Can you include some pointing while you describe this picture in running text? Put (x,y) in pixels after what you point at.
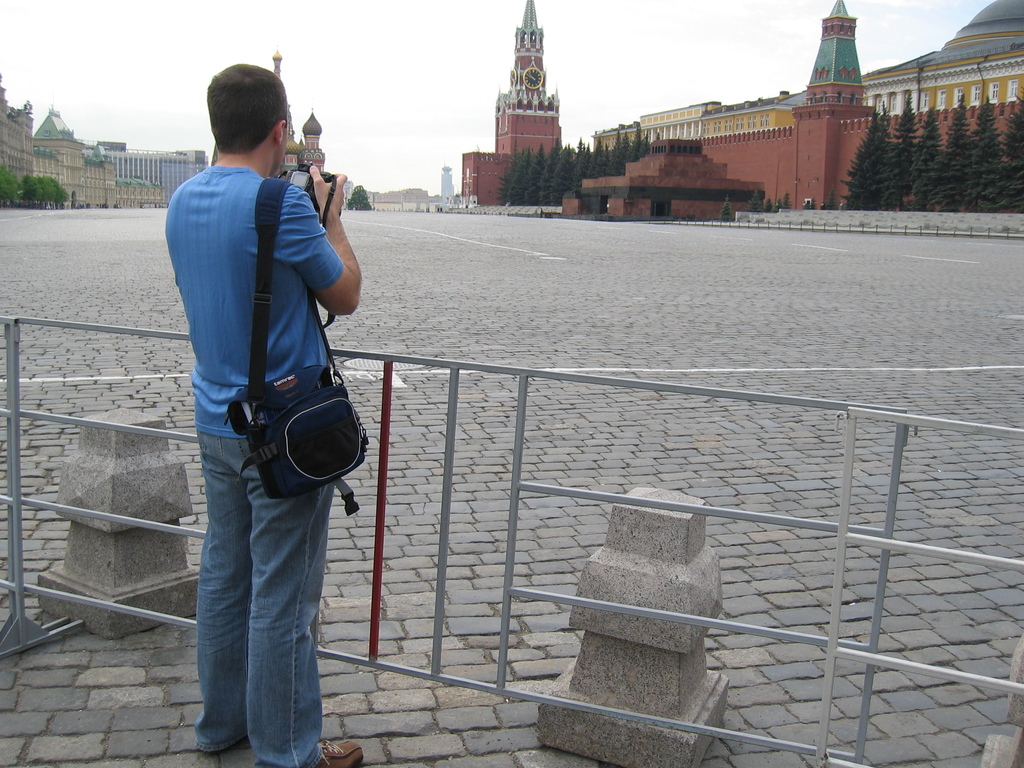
On the left side (252,396), I can see a man (223,324) wearing blue color t-shirt (212,279), jeans (254,488), bag (285,380) on the shoulder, standing and holding a camera (310,182) in the hands (337,207). In front of this man (265,525) there is a railing (458,366). In the background (568,148), I can see the buildings (688,113) and trees (575,172). On the top of the image (308,26) I can see the sky (202,14).
